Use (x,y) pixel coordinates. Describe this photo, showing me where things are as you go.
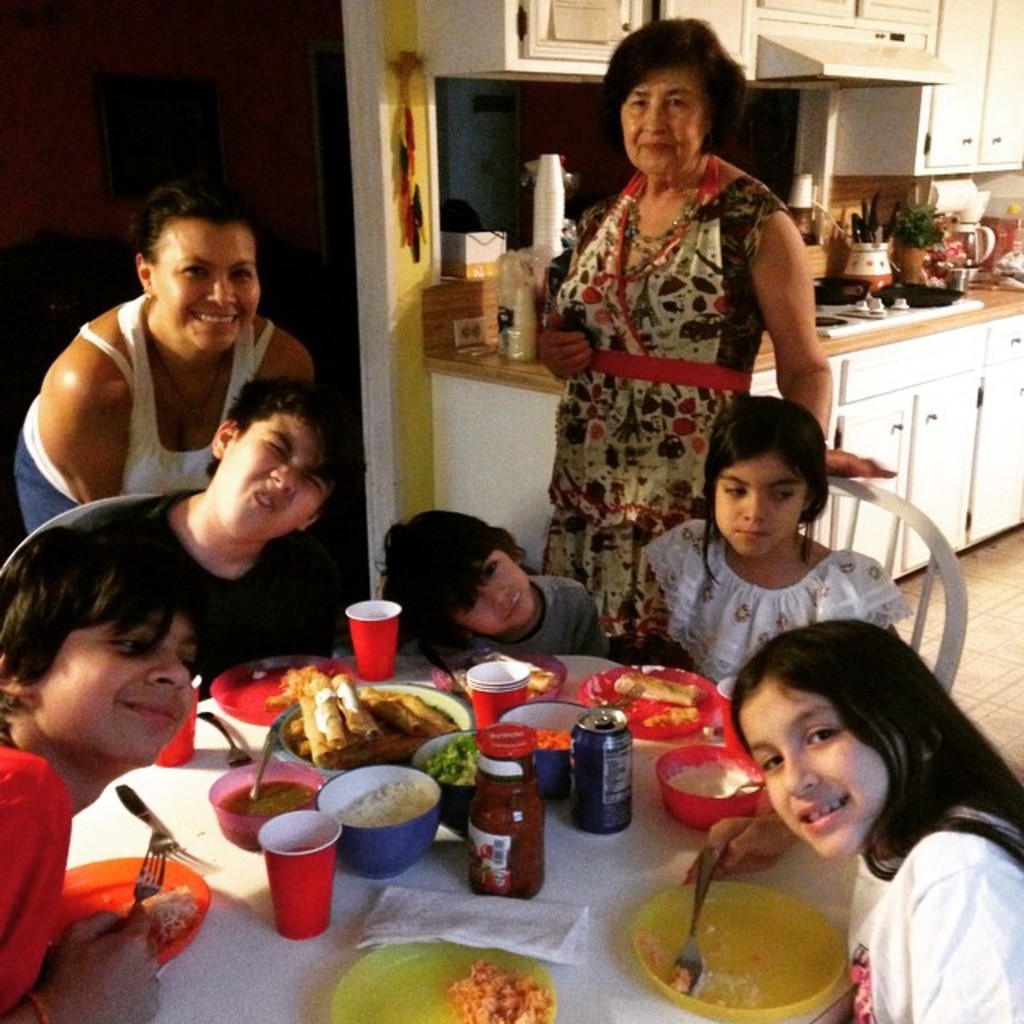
In the middle of the image (404,671) there is a table (304,985) on the table (296,999) there are some plates (702,709), bowls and cups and there are some spoons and forks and there are some dishes (537,670). Surrounding the table (633,773) few children (734,482) are sitting and dining and there are two women (711,117) standing and smiling. Behind them there is a kitchen (960,62). Top right side of the image (925,87) there is a cupboard (950,126).
